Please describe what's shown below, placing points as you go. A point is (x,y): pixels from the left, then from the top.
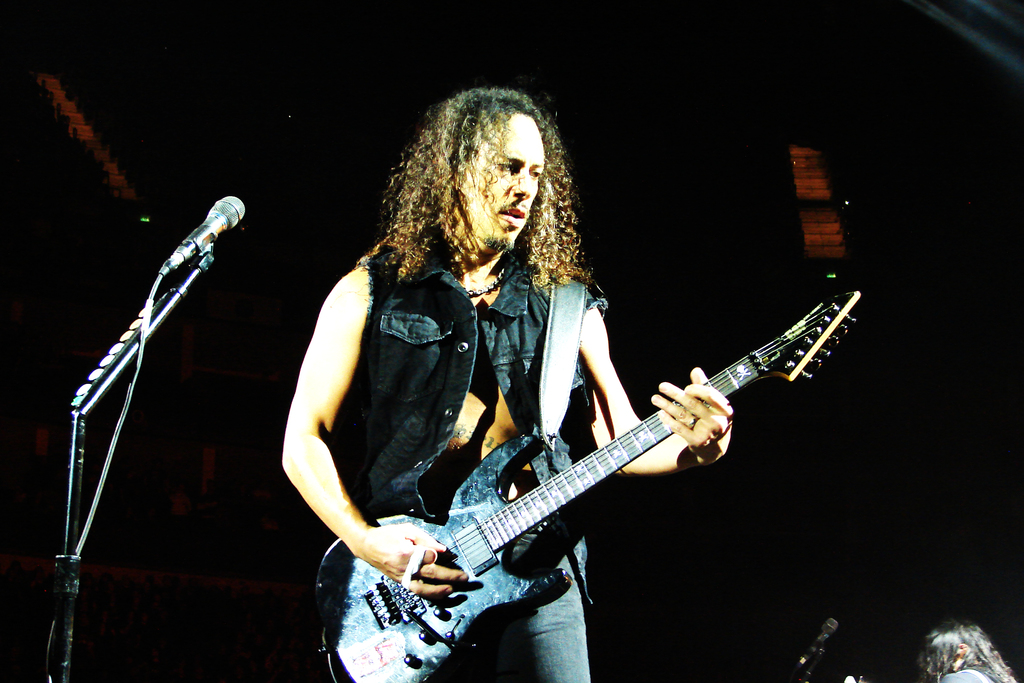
This image is clicked in a concert. There is a man (381,355) wearing black jacket (421,487) and playing black guitar (503,459). To the left (208,223), there is a mic (216,204) along with mic stand (75,503). The background (132,123) is dark.
